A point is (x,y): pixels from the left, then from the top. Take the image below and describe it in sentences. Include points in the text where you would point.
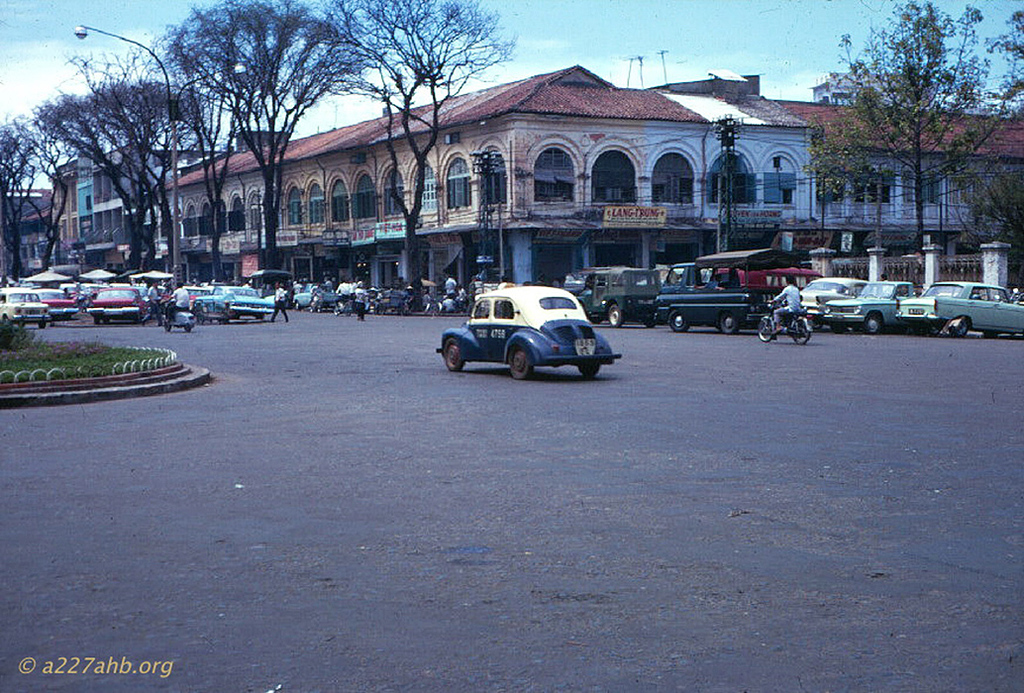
In this picture there are cars (135,311) in the center of the image (656,282) and there are trees (138,134) on the right (875,162) and left side of the image (7,132), there are buildings (438,217) at the top side of the image (512,177) and there is a boundary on the right side of the image (1001,242).
